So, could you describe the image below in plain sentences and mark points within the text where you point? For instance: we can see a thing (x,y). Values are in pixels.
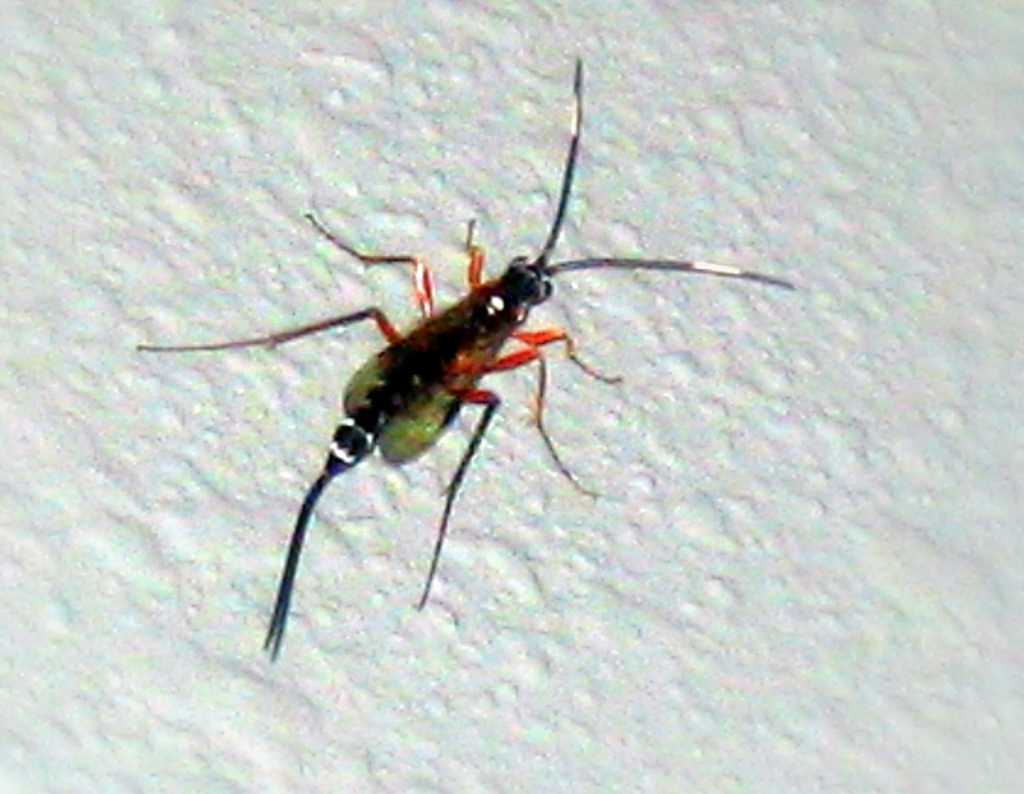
In this image, we can see an insect (408,361) on the white surface (235,281).
